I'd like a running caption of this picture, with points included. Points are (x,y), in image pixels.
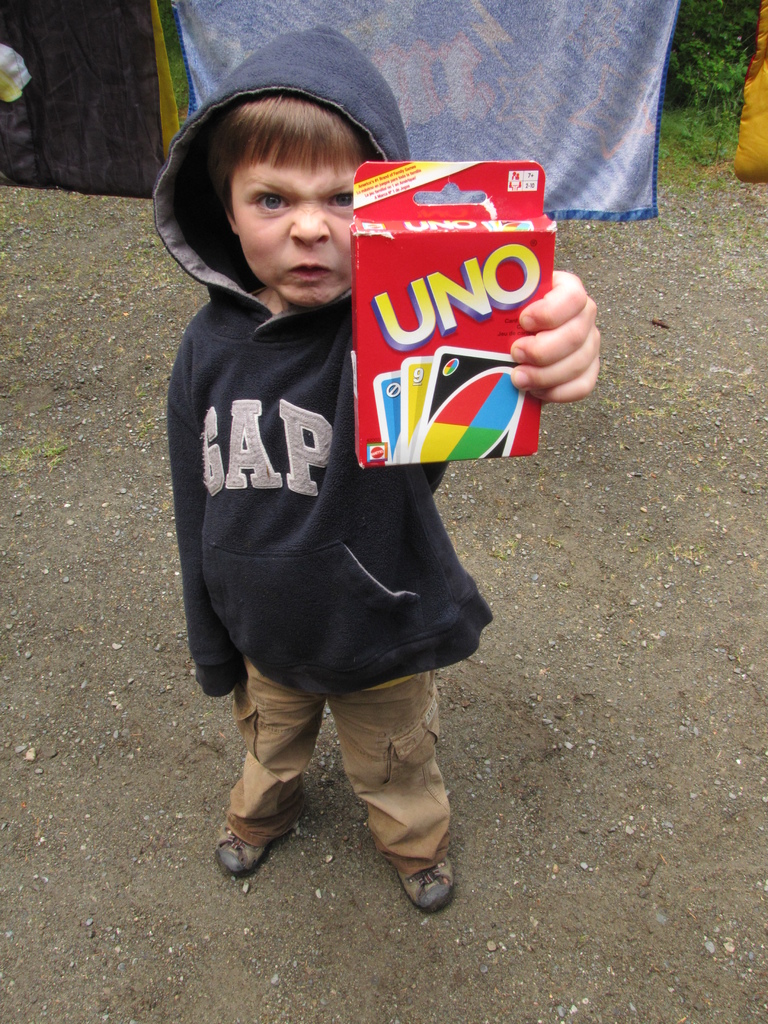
In the center of the image (319,343) we can see a boy (292,716) standing on the ground (288,948) holding cards (505,308). In the background (376,44) we can see clothes (624,61) and trees (684,61).
